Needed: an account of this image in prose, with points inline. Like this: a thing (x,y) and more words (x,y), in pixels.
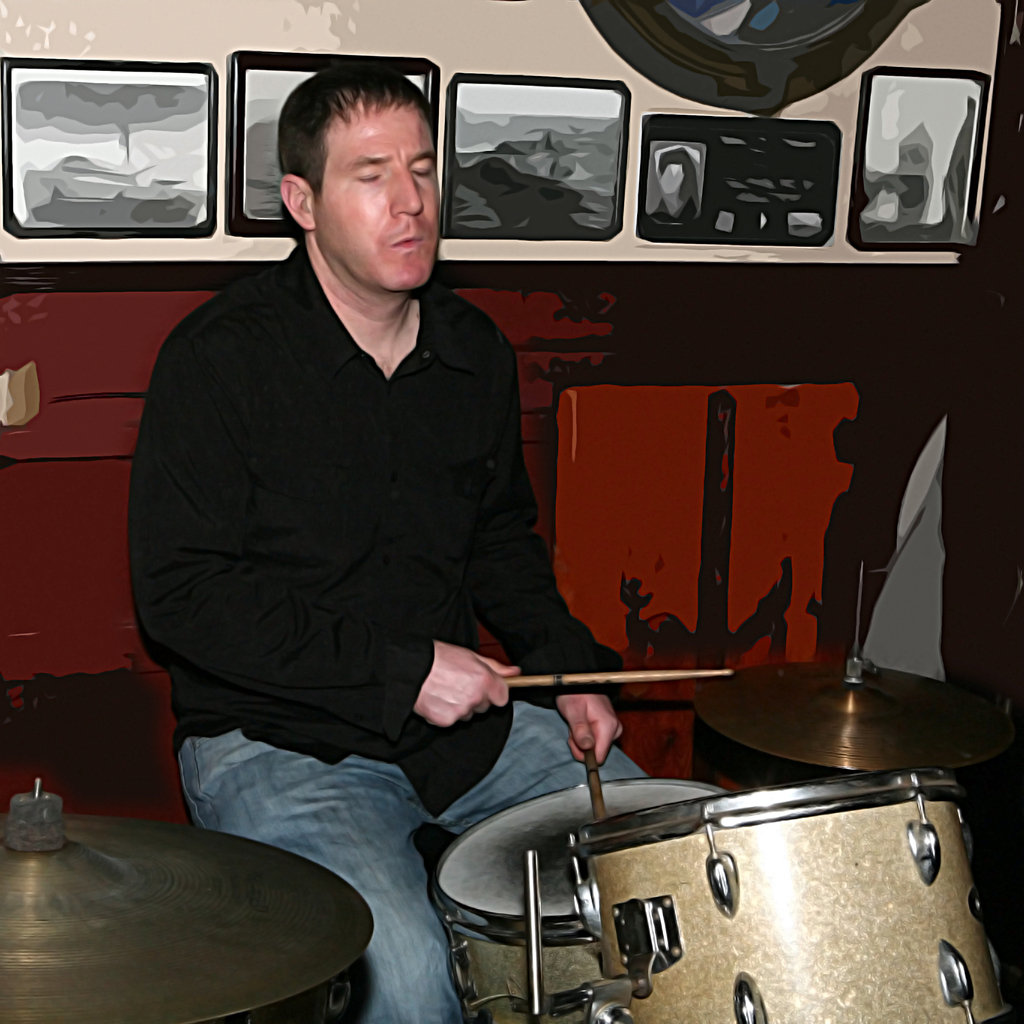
Here I can see a man (287,527) wearing black color shirt (372,643), jeans (353,815), sitting and playing the drums (578,884). At the back of him there is a wall (32,285) to which few frames (585,149) are attached.
